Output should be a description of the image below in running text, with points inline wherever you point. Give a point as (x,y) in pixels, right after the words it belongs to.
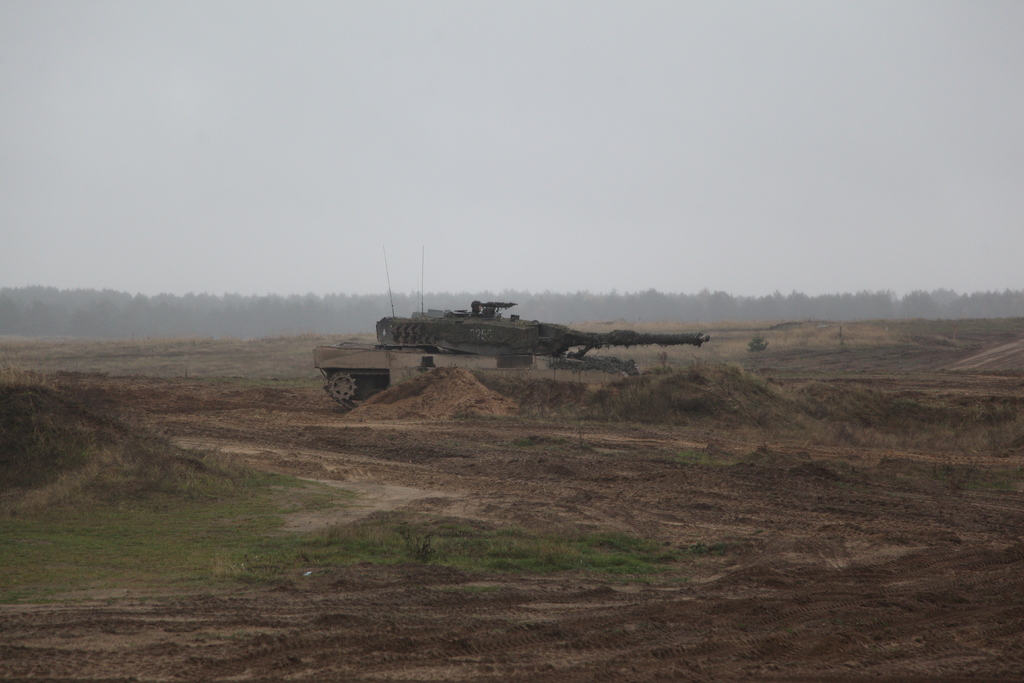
In this image I can see grass (637,383), tanker (595,366) on the ground (520,400), trees (515,300) and the sky (198,162). This image is taken may be on the ground (523,499).
